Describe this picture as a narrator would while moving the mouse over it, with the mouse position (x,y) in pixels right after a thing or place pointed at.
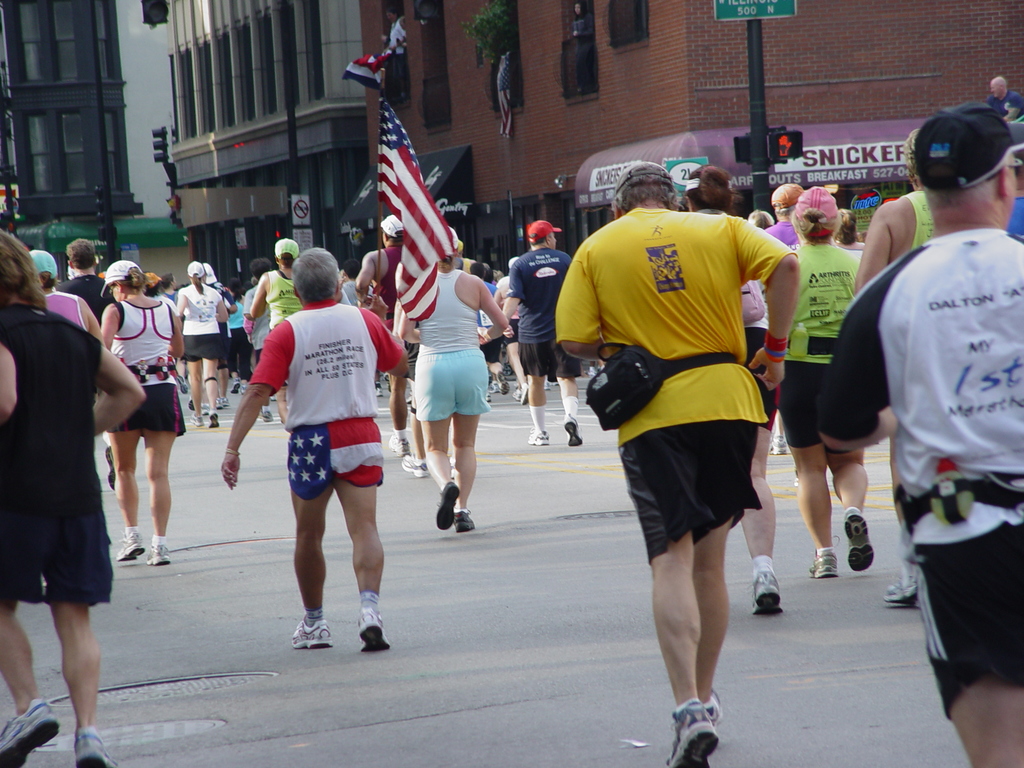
In the picture we can see many people (65,448) are running on the road (566,487), some are holding flag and in the background (1,110), we can see some buildings (776,182) and near to it we can see some poles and traffic light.
